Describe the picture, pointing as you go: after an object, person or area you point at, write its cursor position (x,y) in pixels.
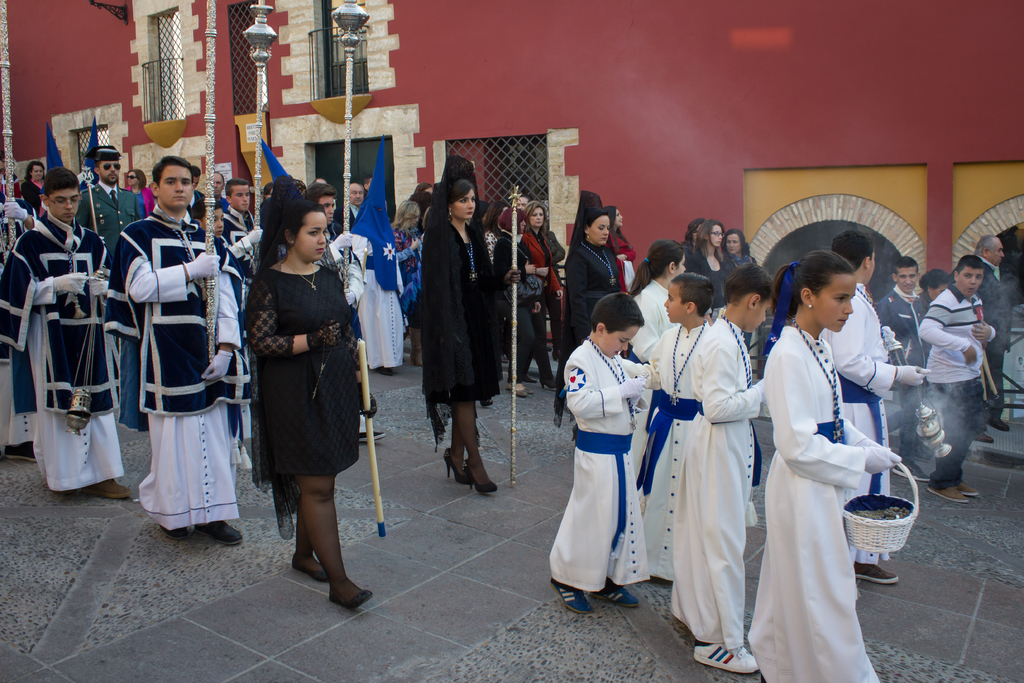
People (222,284) are walking. The people (595,481) at the front (574,391) are wearing white dress (767,562) and holding basket (877,533). The people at the back (363,204) are holding sticks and person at the center (472,357) is holding a staff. There is a building (156,41) at the back (156,41) which has windows (255,92) and fencing (171,108).
